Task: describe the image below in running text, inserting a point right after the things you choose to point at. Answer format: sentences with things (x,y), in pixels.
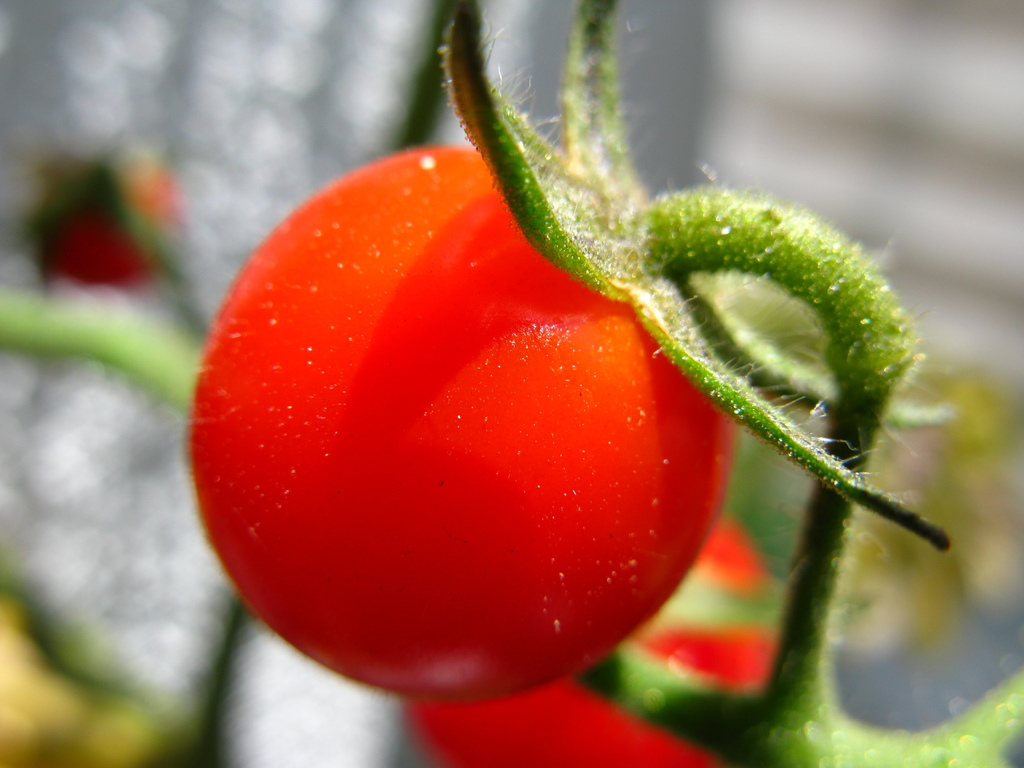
In the image we can see some vegetables (267,281). Background of the image (746,2) is blur.
